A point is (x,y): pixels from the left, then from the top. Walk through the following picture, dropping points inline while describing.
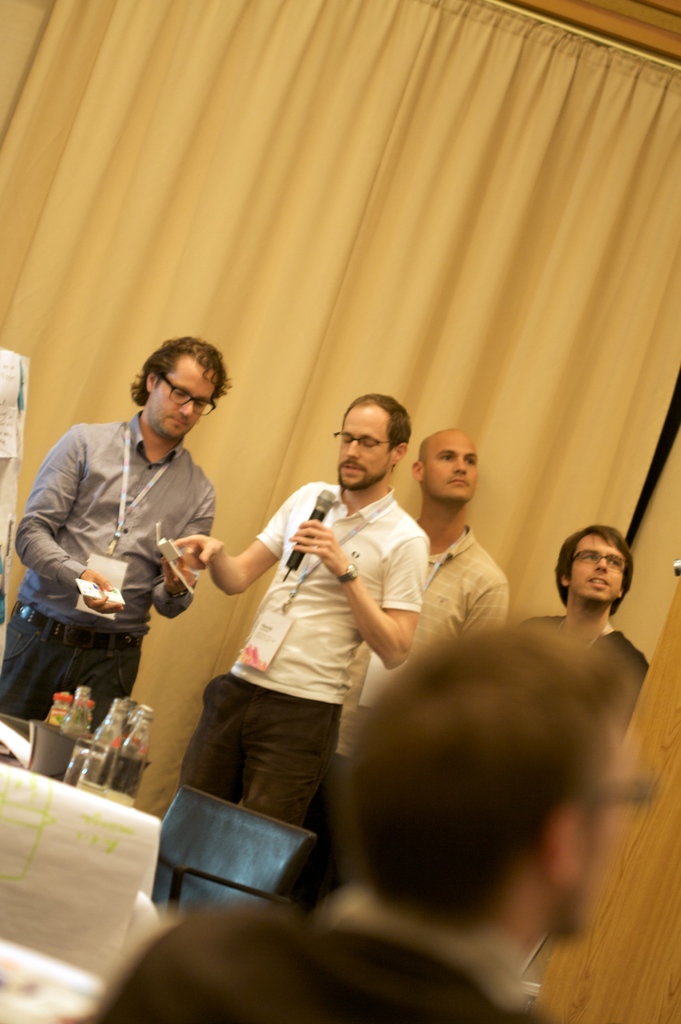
In this picture there are some persons (149,514) standing in front (310,583) and speaking something on the microphone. In the front (508,746) bottom side there is a man (418,732) sitting on the chair (229,865) and looking on the right side (480,1012). Behind there is a beige curtain (314,275).
